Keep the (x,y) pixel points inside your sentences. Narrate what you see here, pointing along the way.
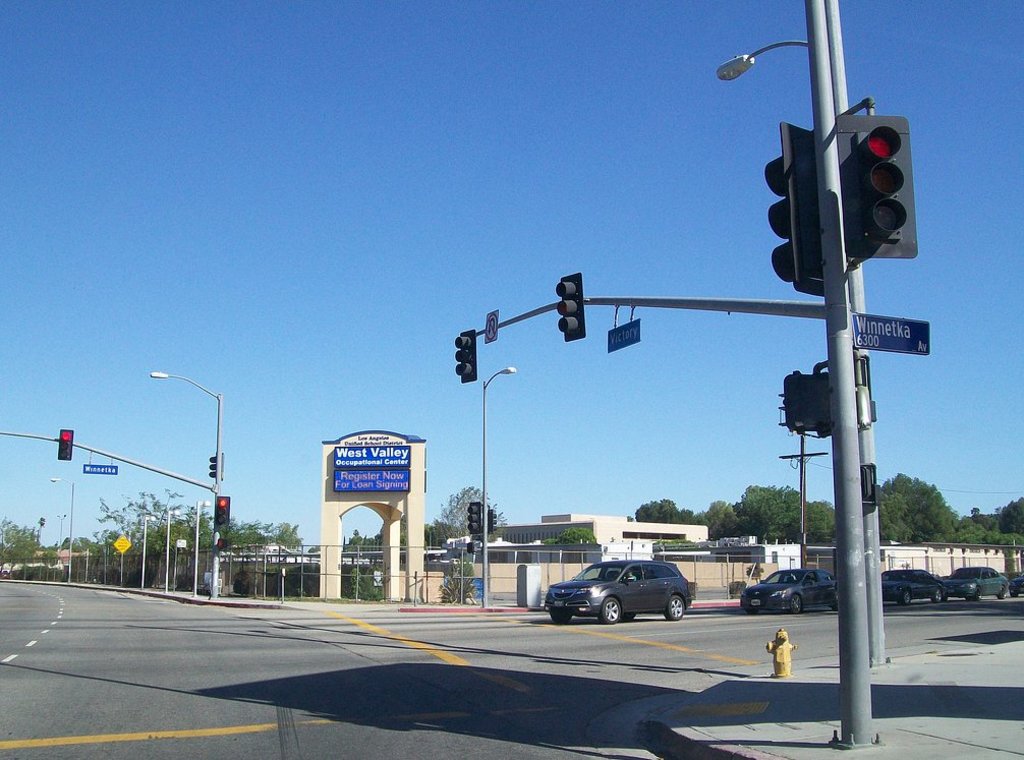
This picture is clicked outside. In the center (650,304) we can see the poles (527,314) and we can see the traffic lights (470,369), street lights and the text (398,452) on the boards (385,450). In the background (159,65) we can see the sky (146,199), trees (565,539), buildings (617,554), metal rods (357,580), plants (453,582), group of cars (572,599) and many other objects (389,538). On the right (792,669) there is a yellow color object (787,637) seems to be a water hydrant (778,655).
